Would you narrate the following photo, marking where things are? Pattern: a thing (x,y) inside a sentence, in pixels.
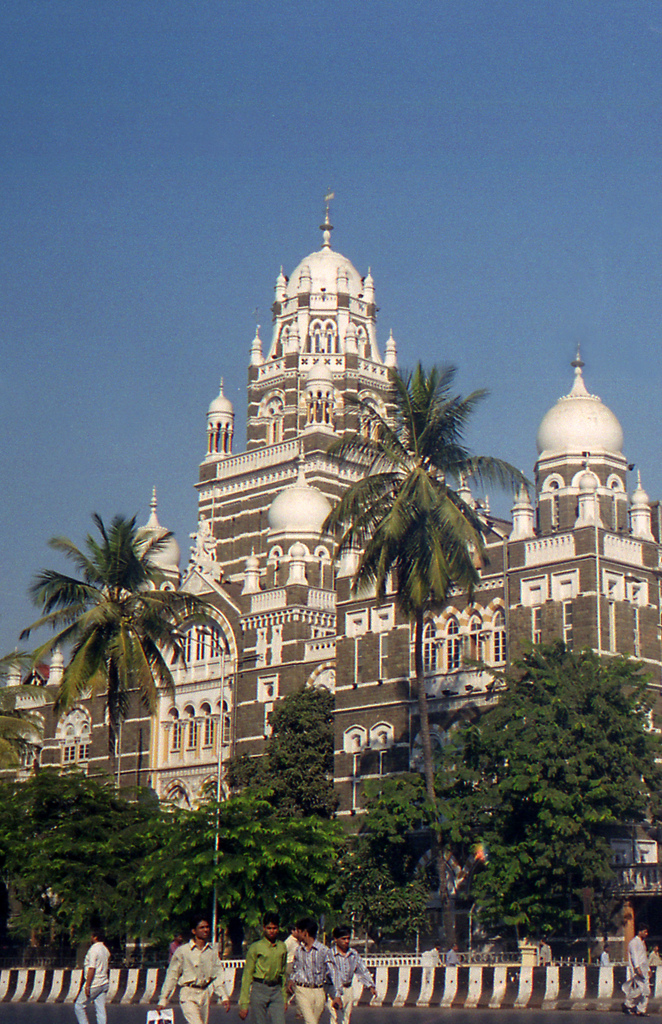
In this image there are people (96,1012) walking on a road (498,1017), in the background (553,780) there are trees (123,838), palace (354,807) and the sky (391,199).
